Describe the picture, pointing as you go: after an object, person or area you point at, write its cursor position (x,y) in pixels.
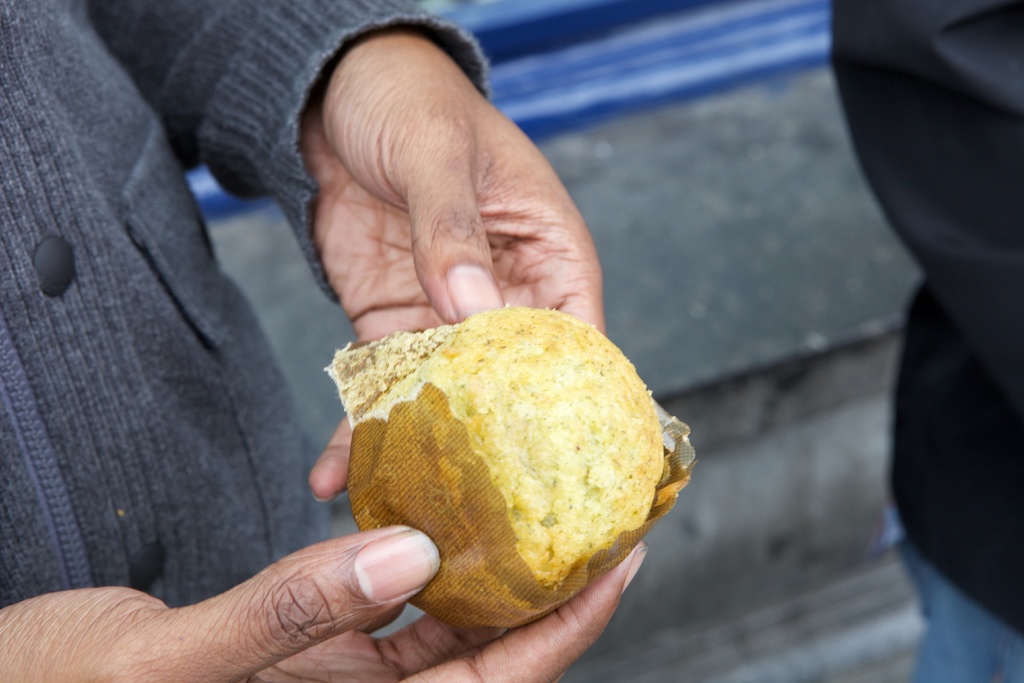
In this image a person (307,491) is holding some food item (356,370) with the hands (347,554) and the background of the person (207,33) is blur.
